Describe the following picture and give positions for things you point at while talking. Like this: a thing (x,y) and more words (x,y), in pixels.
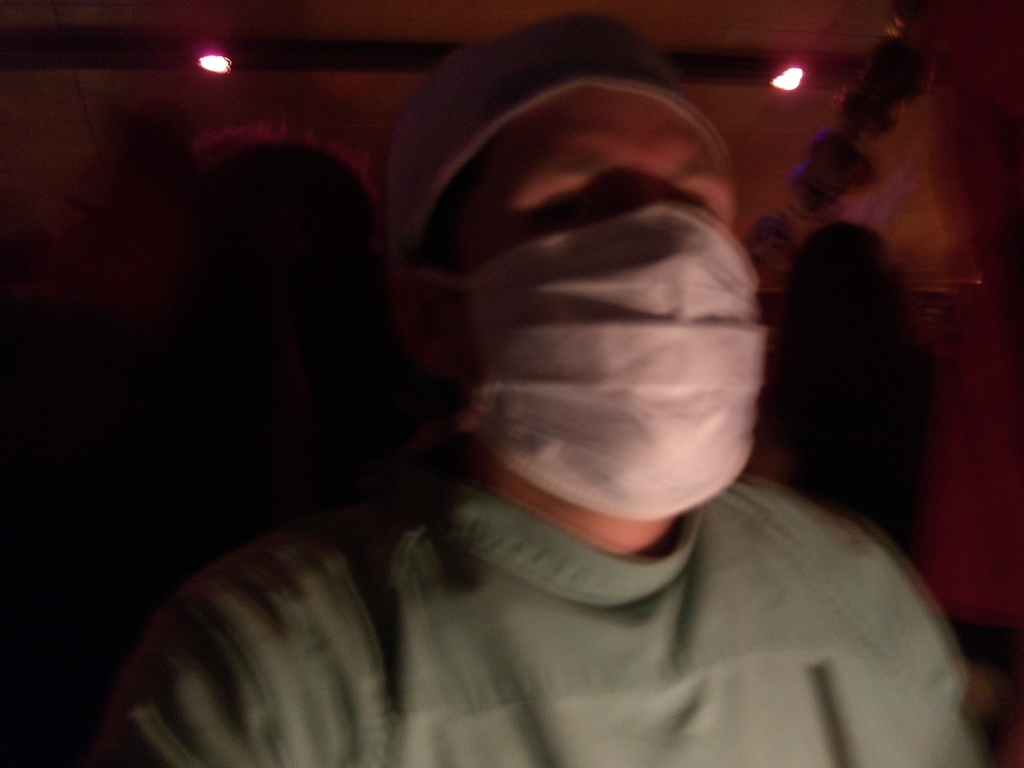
In the center of the image (500,484) there is a person (679,415) wearing a gray color cap (563,61) and a mask (612,270). The background of the image (222,124) there is not clear.
